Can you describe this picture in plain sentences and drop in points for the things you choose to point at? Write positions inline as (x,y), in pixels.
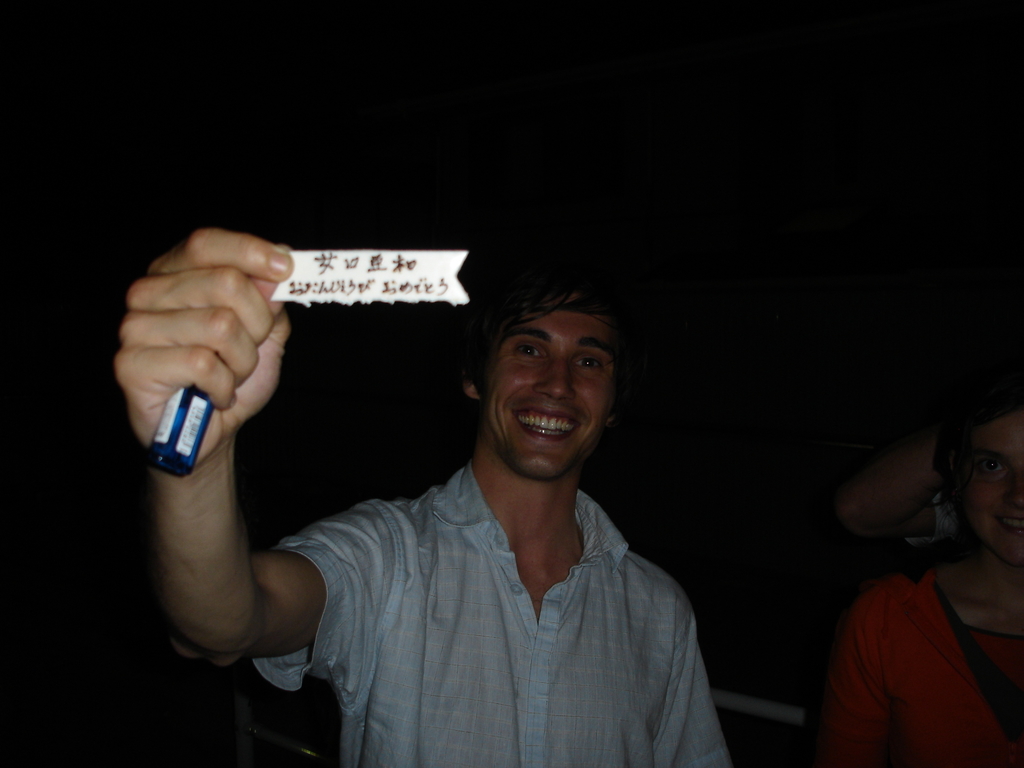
In the picture I can see a man (549,497) is holding a paper (402,287) and an object (200,406) in the hand (186,384). The man (351,607) is wearing a shirt (475,639). On the right side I can see a person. The background of the image (183,182) is dark. On the paper (356,285) I can see something written on it.
